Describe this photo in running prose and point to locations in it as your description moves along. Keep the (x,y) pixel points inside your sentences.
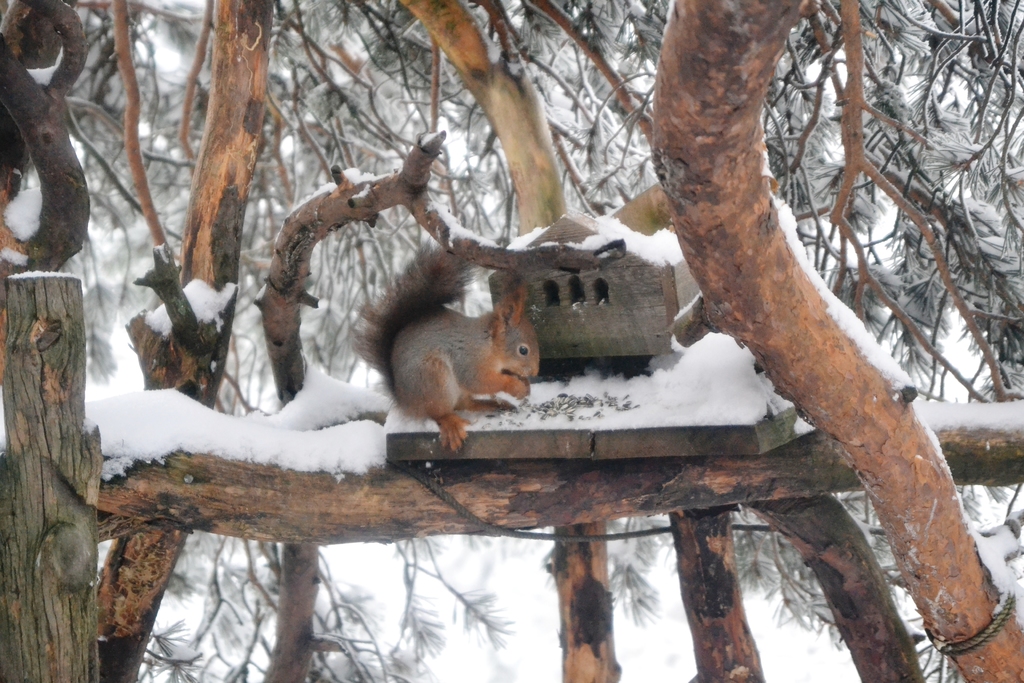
In this image we can see an animal (442,362) on the wooden board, also we can see the trees (736,43), and the snow (202,411).
